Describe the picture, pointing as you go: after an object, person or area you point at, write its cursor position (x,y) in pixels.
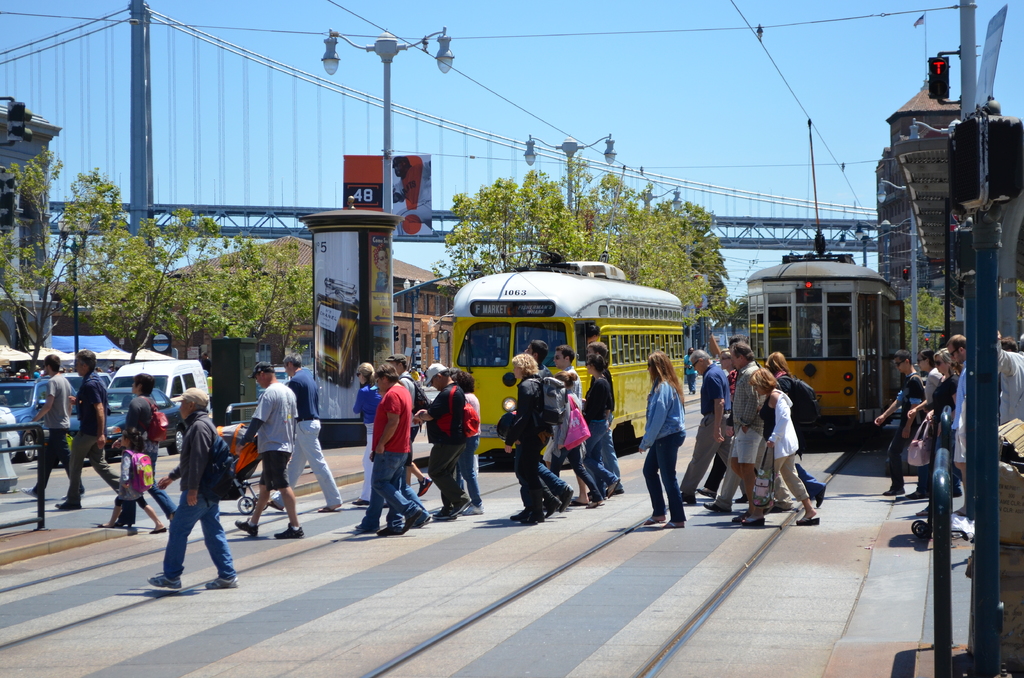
In the image there are many people (722,453) crossing the road (489,589) on zebra crossing (113,603) and behind them there are trains (499,311) and vehicles (112,389) on other side, above there is a bridge (782,247), there are trees (554,213) on either side of the road (472,590), over the top its sky (722,64).
